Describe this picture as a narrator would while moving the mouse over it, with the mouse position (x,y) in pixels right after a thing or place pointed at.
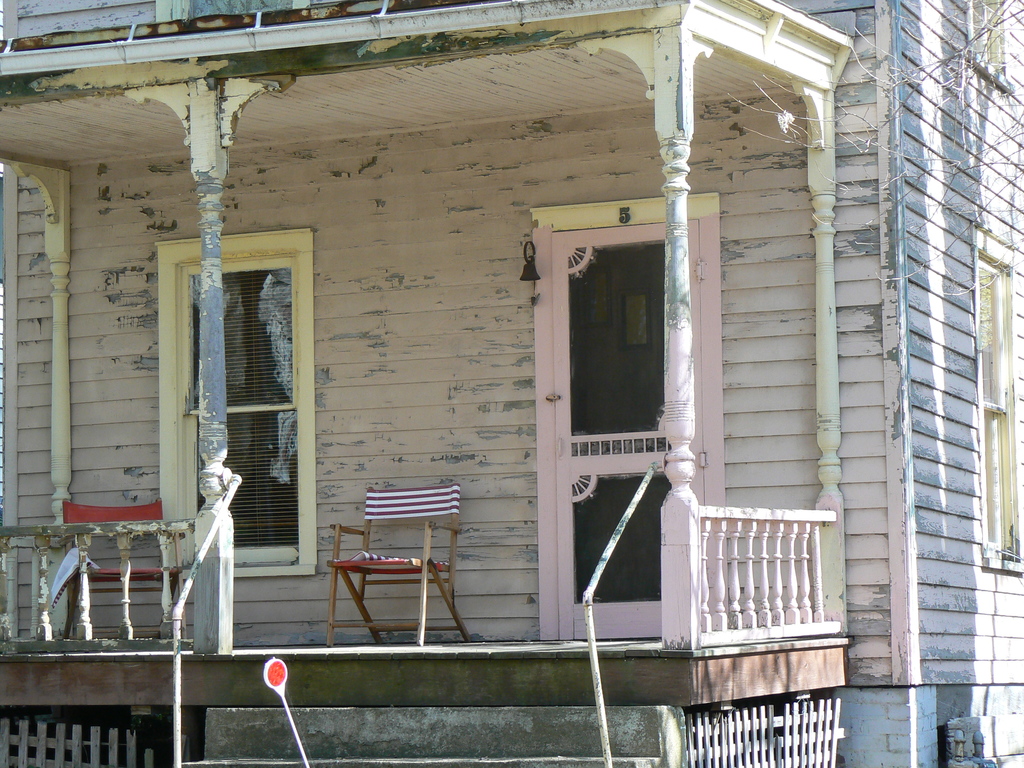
This picture might be taken from outside of the building (749,563) and it is sunny. In this image, we can see a building (462,480), door (643,395) and a chair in the building (578,657). On the right side (971,331), we can also see the side wall (976,454) of the building (988,544).
